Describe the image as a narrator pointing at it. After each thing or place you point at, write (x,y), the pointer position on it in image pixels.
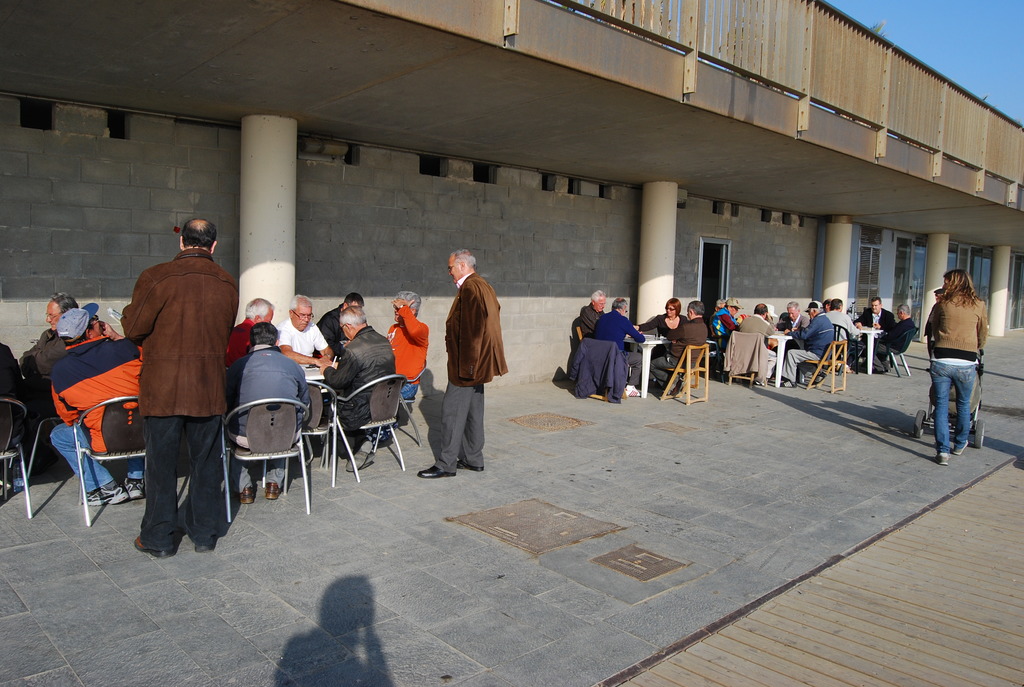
In this I can see a group of people (384,360) sitting on a chair (267,403) in front of a table (657,336). I can also see few people (186,419) are standing and walking on the road (827,463). There is a building (522,135) with a fence (837,84).
